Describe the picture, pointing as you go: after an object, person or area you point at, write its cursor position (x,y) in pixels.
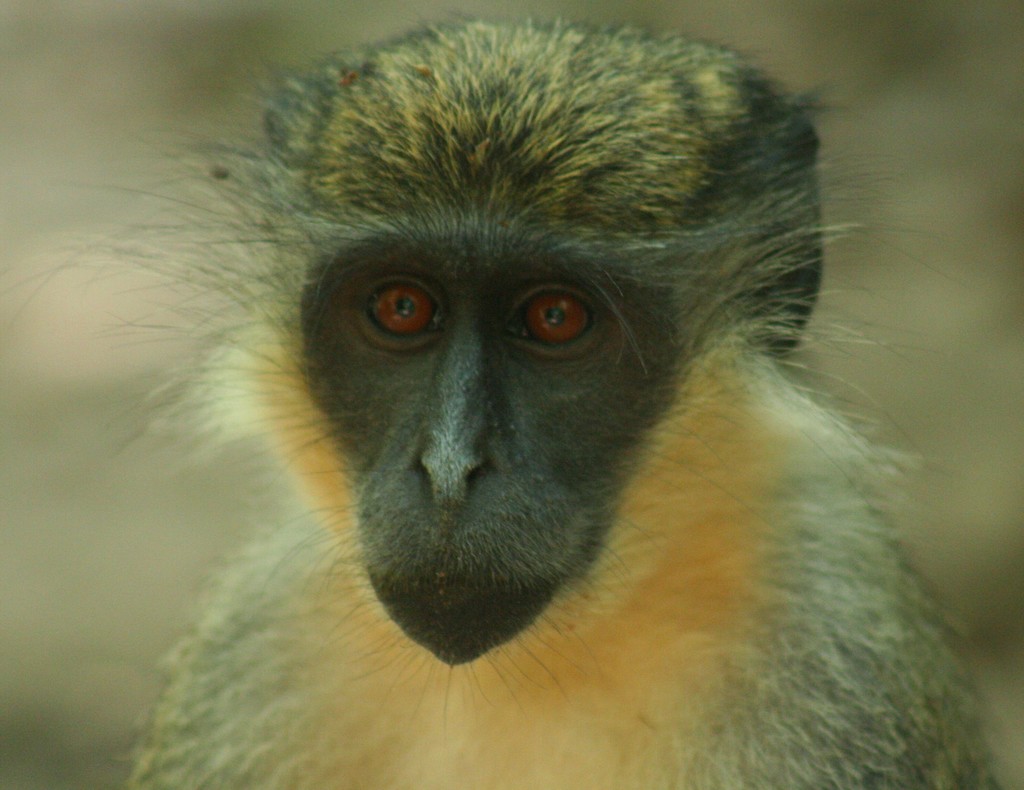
In this image I can see monkey (693,458) which is in brown, white and black color. Background (155,62) is blurred.
